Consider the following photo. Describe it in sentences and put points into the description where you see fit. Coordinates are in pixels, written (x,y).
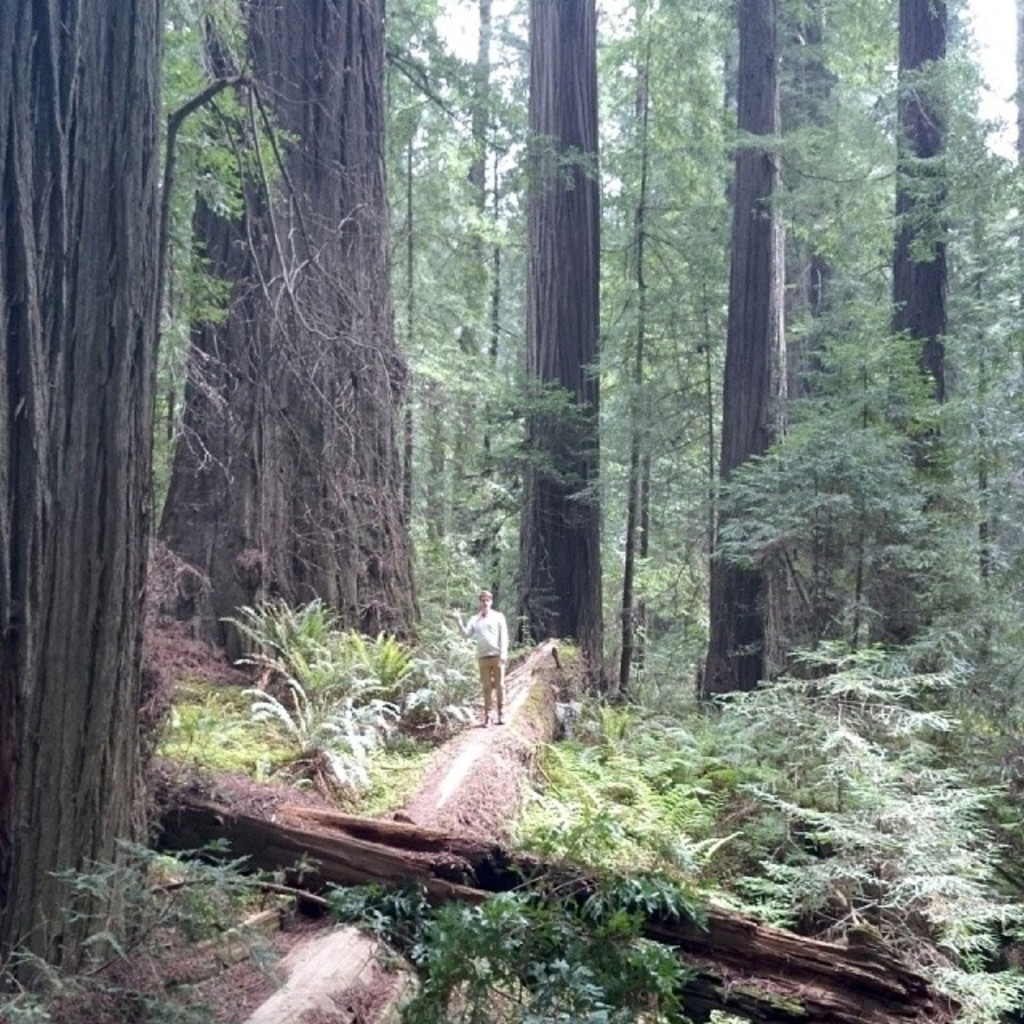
In the center of the image (474,631), we can see a person (492,671) standing and in the background (443,202), there are many trees (595,521).
